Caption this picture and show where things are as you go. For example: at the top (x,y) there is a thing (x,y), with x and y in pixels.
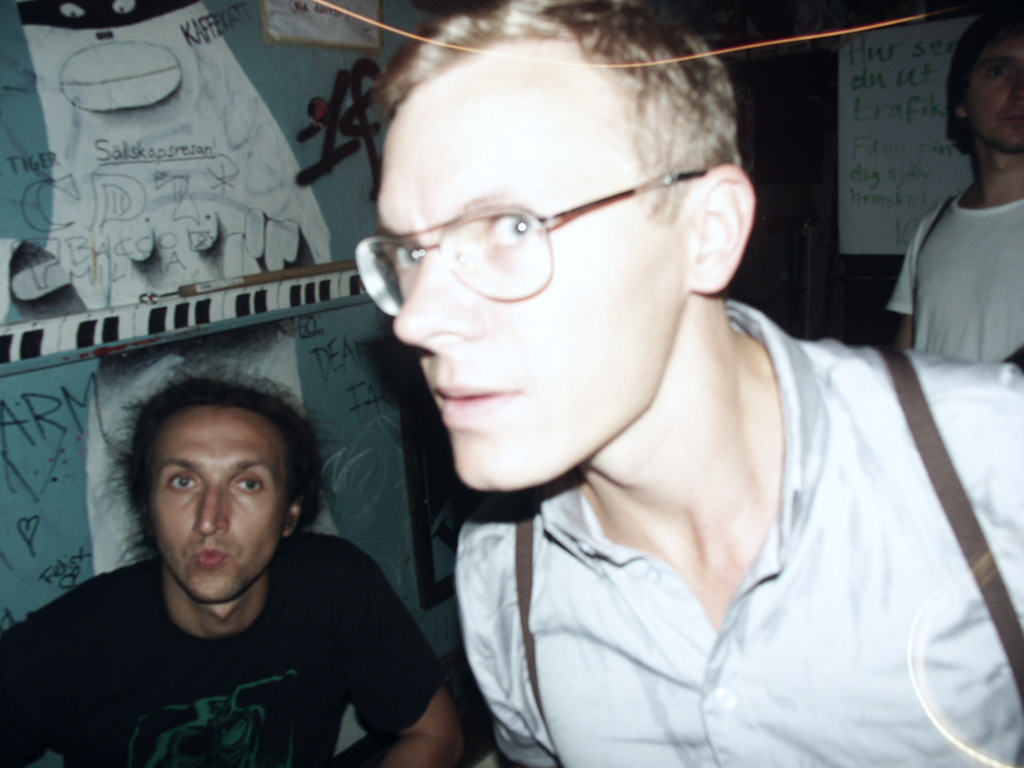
In this image we can see people (985,494). In the background (882,239) there are boards (860,114) placed on the wall (238,246).
